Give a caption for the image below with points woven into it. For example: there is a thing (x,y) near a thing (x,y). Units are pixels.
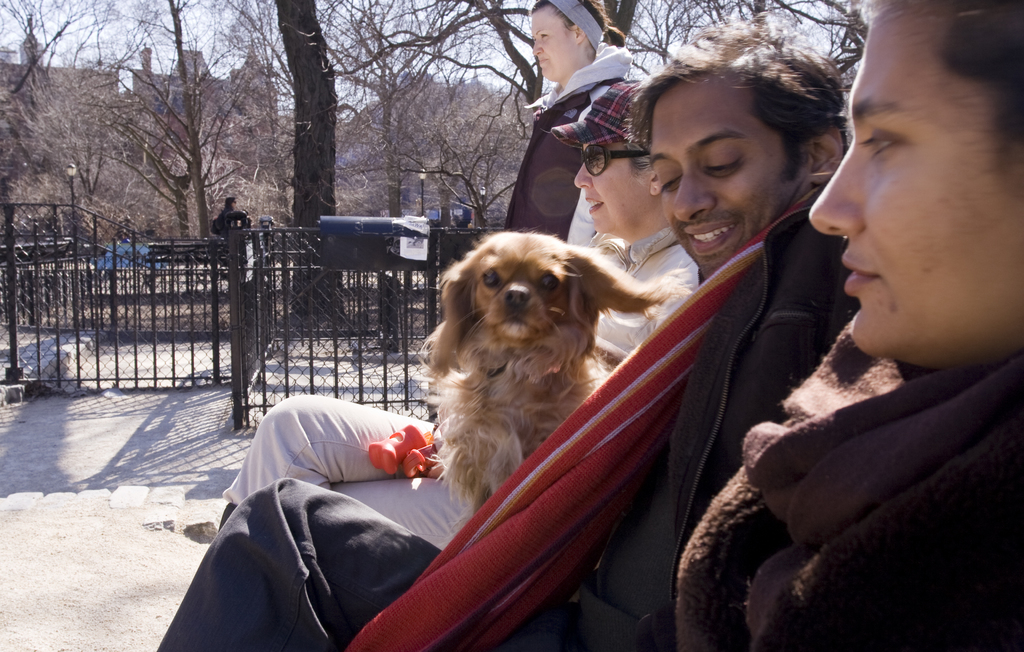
There are three people (705,434) sitting. the person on the left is holding small dog (552,337). Here is a person (551,154) standing. This looks like a gate (83,313) which is black in color. I think there is a person (229,212) standing. These are the dried trees (263,95) with branches (478,65). And I can see building (93,75) at the background (212,78). These are the streetlights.
